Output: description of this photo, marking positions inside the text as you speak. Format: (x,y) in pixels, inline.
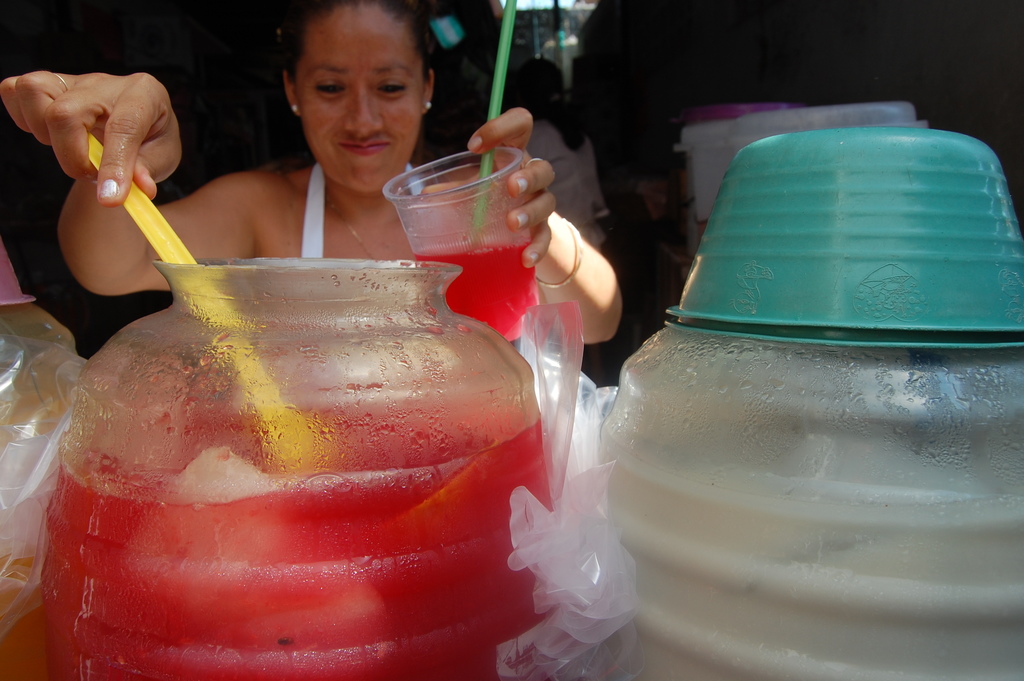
In the picture we can see a woman (75,190) standing near the jar (176,648) holding a yellow spoon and serving in the glass (516,244) which she is holding in the other hand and beside the jar (186,635) we can see some other jars (895,656) and behind her we can see some people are standing in the dark.
